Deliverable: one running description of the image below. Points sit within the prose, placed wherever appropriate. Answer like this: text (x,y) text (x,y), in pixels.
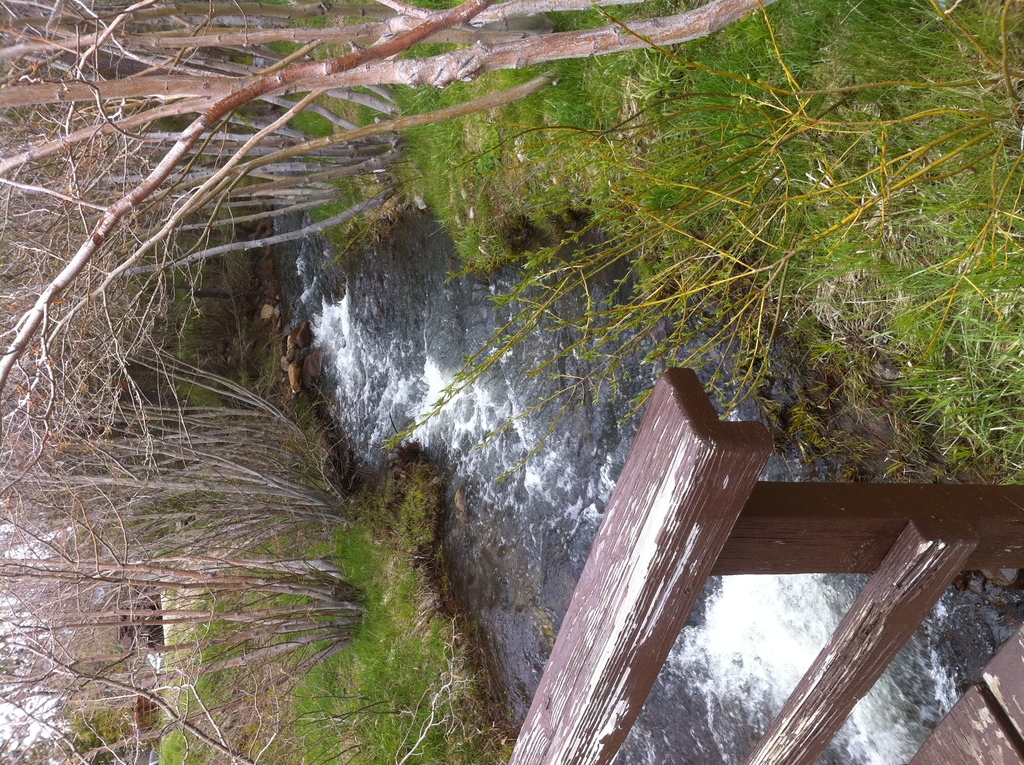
In the picture I can see the stream (365,385). There are deciduous trees (202,514) on the both sides of the stream (727,347). I can see the green grass (395,675) on both sides of the stream (723,335). There is a wooden fence (802,569) on the right side (869,662).
